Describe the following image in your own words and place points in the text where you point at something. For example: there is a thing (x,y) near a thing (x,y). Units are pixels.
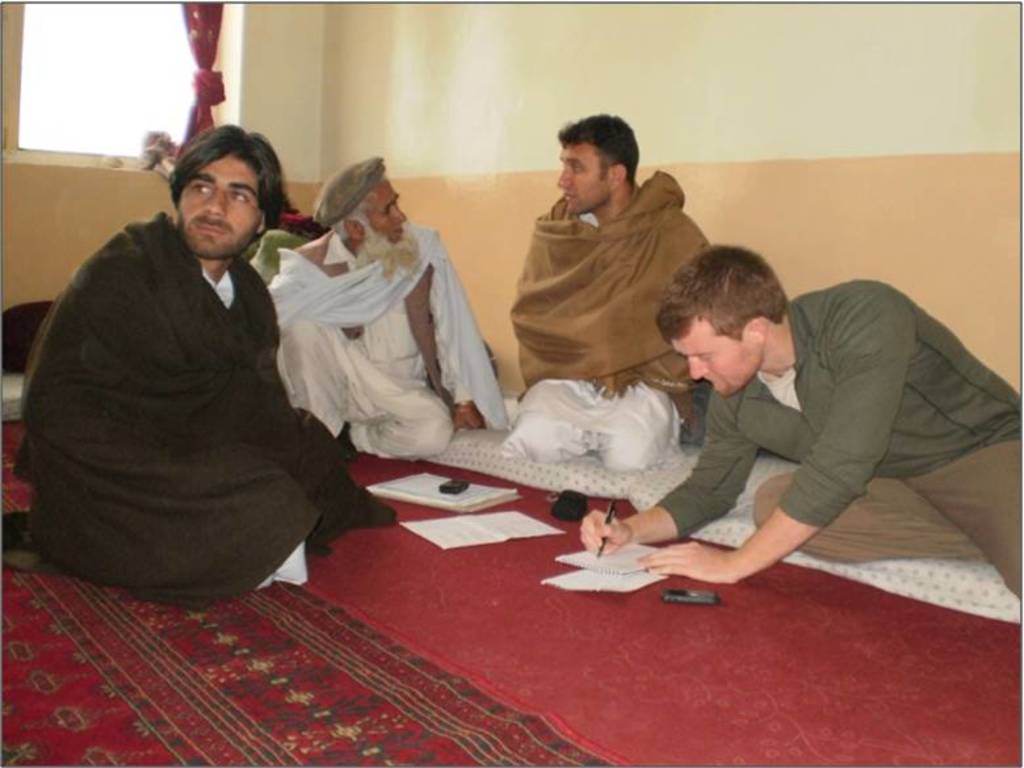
In this image I can see four people (378,267) sitting on the red color carpet (382,581). These people (462,313) are wearing the different color dresses (361,277) and one person (364,212) with the cap (352,192). In-front of these people (387,210) I can see the books (519,517) and one person (590,528) holding the pen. In the background (455,138) I can see the wall (293,66) and the red color curtain (220,81) to the window (114,62).
